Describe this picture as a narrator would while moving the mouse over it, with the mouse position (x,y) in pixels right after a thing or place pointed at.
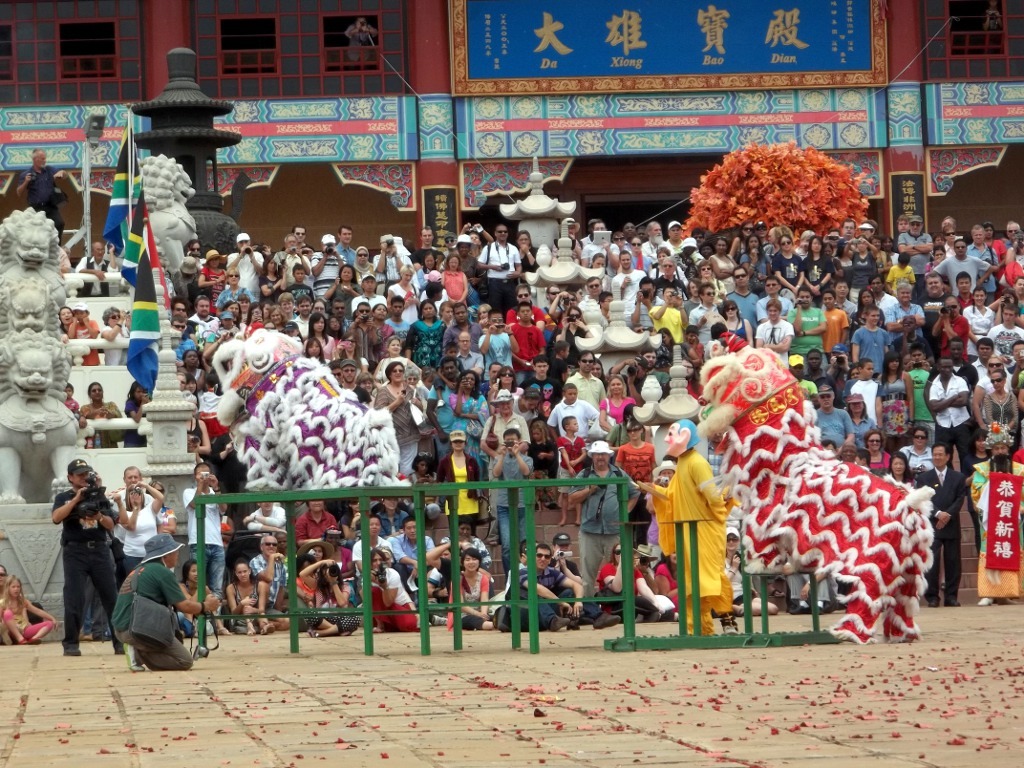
This image is taken outdoors. At the bottom of the image (327,684) there is a floor (553,670). In the background (383,118) there is a building (539,117). There are a few boards (567,14) with text (441,216) on them. There is a tree (763,164). In the middle of the image (417,329) there are many people (412,425). A few (382,338) are standing and a few (383,564) are sitting. There are many sculptures (42,309). There are a few flags (126,247). There are a few lion dance costumes (390,440) and there are a few iron bars (452,537).
